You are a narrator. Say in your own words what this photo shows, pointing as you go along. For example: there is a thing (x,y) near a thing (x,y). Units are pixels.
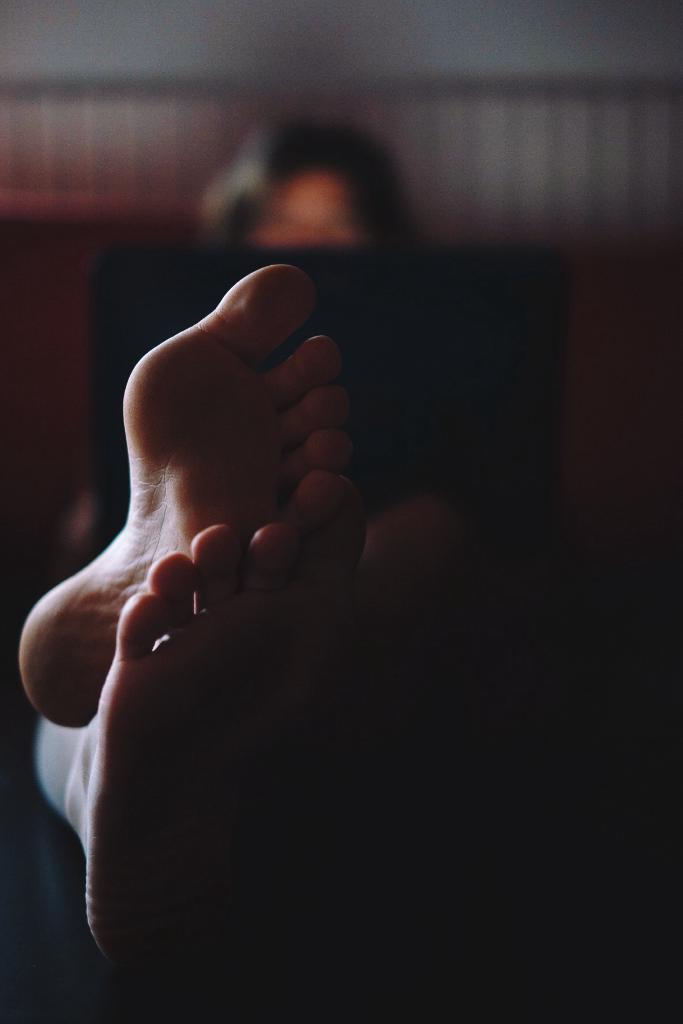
In this image I can see the person's legs (150,795). Background (415,8) is blurred.
